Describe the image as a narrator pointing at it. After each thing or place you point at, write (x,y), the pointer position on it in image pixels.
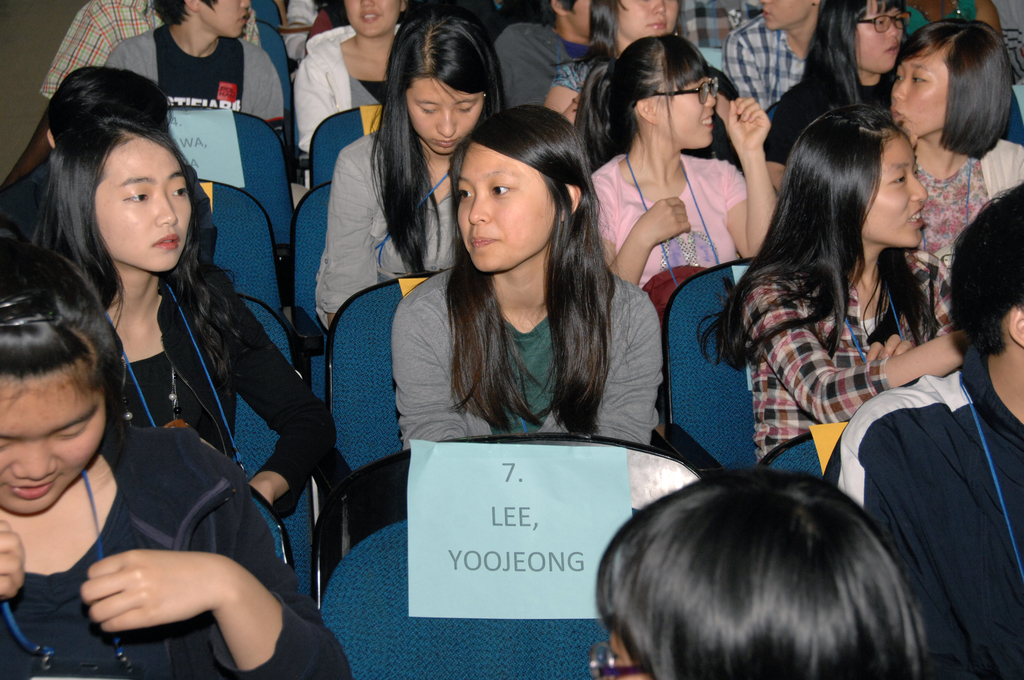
In this picture, we see the people (611,339) are sitting on the chairs (782,463). At the bottom of the picture (587,467), we see a paper (565,500) in blue color with some text (481,548) written on it.
